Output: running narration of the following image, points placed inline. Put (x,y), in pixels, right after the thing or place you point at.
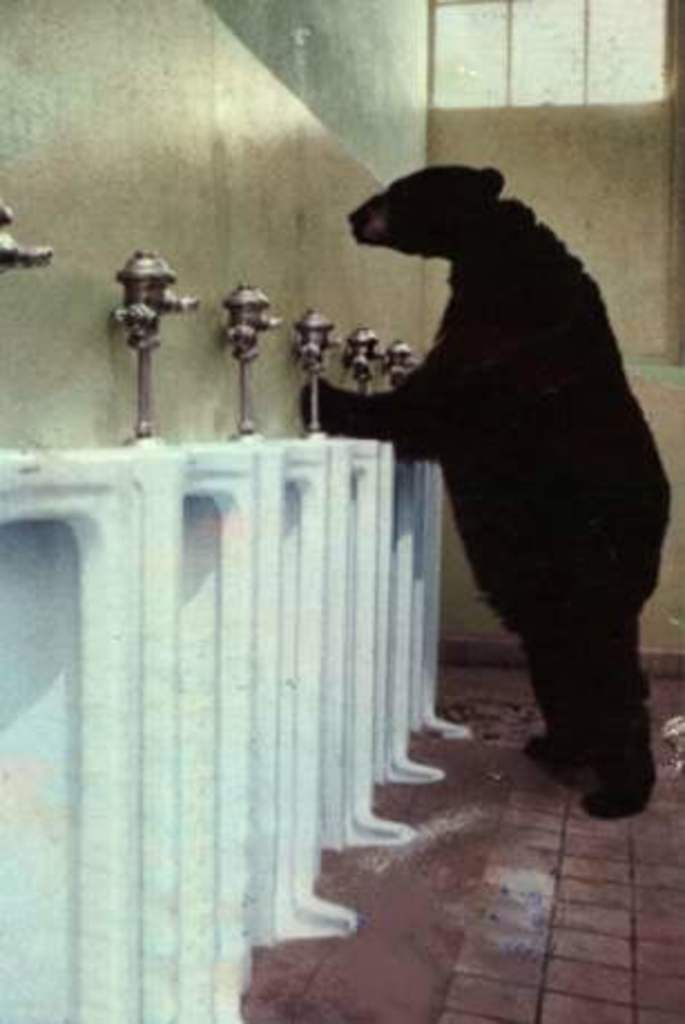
There is a bear (551,423) which is in black color is standing in front of a white color object (419,634) and there are some other objects (88,699) beside it.
